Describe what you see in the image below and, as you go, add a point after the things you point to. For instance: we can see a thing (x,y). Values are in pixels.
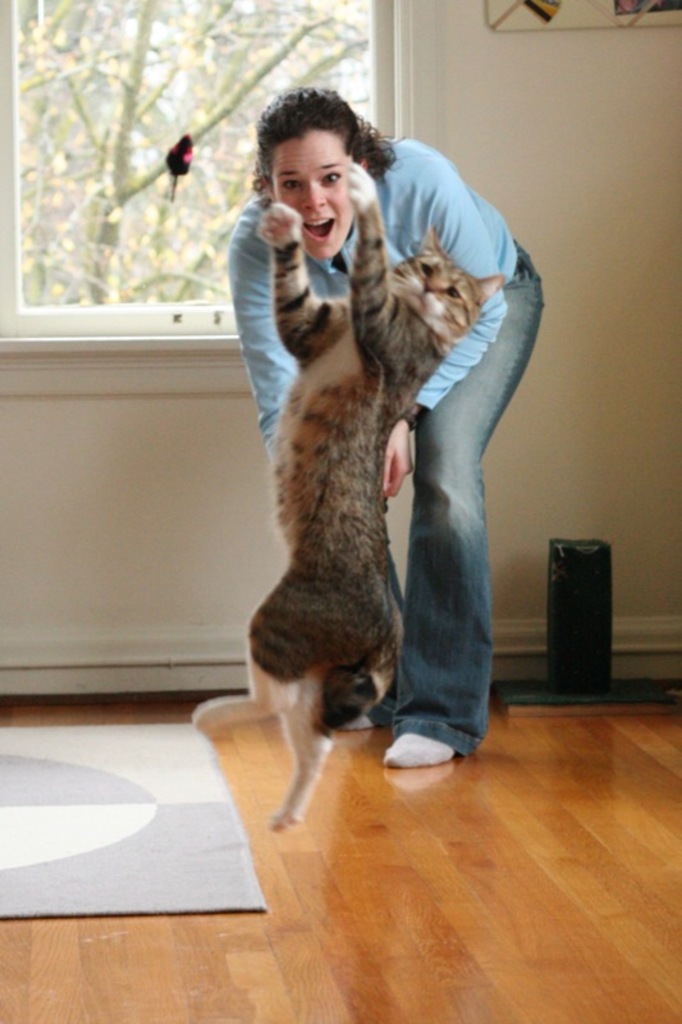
In this image we can see there is a cat (368,399) jumping, a person (403,202), object (185,161), floor (369,909) and window (177,201). Through the window (188,188) we can see branches (134,80).
